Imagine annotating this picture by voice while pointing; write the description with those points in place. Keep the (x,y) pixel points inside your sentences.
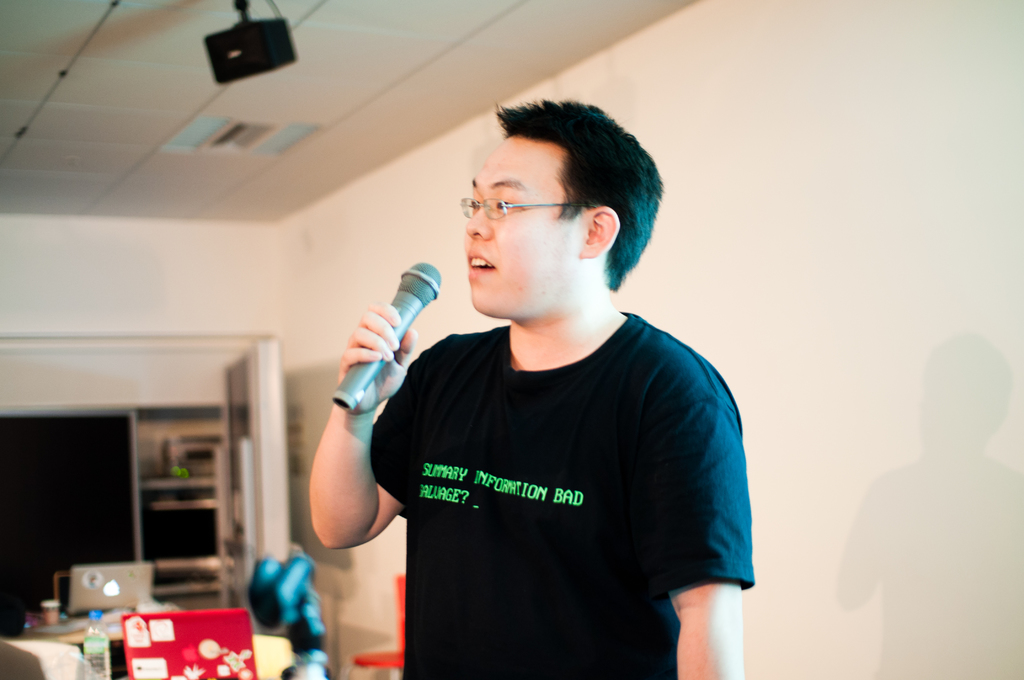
There is a man (652,618) holding a microphone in his hand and he is speaking and in the background (73,577) there is a table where a laptop (155,635) and a bottle (91,679) is placed on it.
